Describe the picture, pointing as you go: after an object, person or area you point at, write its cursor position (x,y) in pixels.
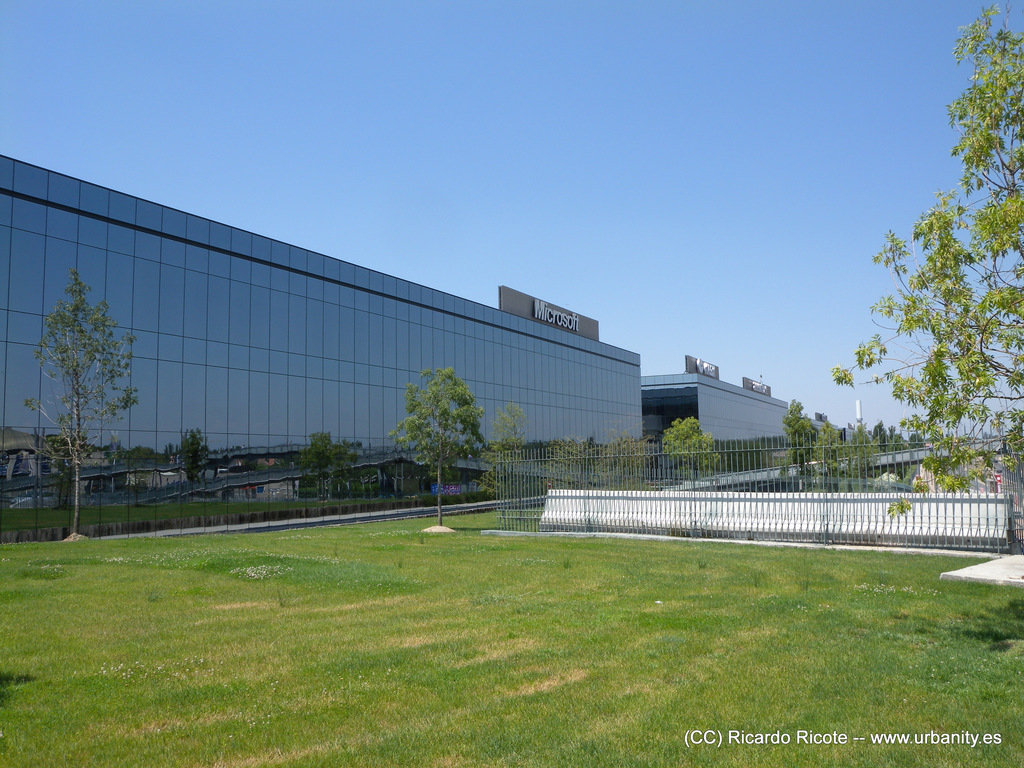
In this image I can see the ground (594,655). To the side there is a railing (614,523). In the back (470,428) there are many trees (559,450). I can also see the building (488,382) and the sky (585,116) which is in blue color.
